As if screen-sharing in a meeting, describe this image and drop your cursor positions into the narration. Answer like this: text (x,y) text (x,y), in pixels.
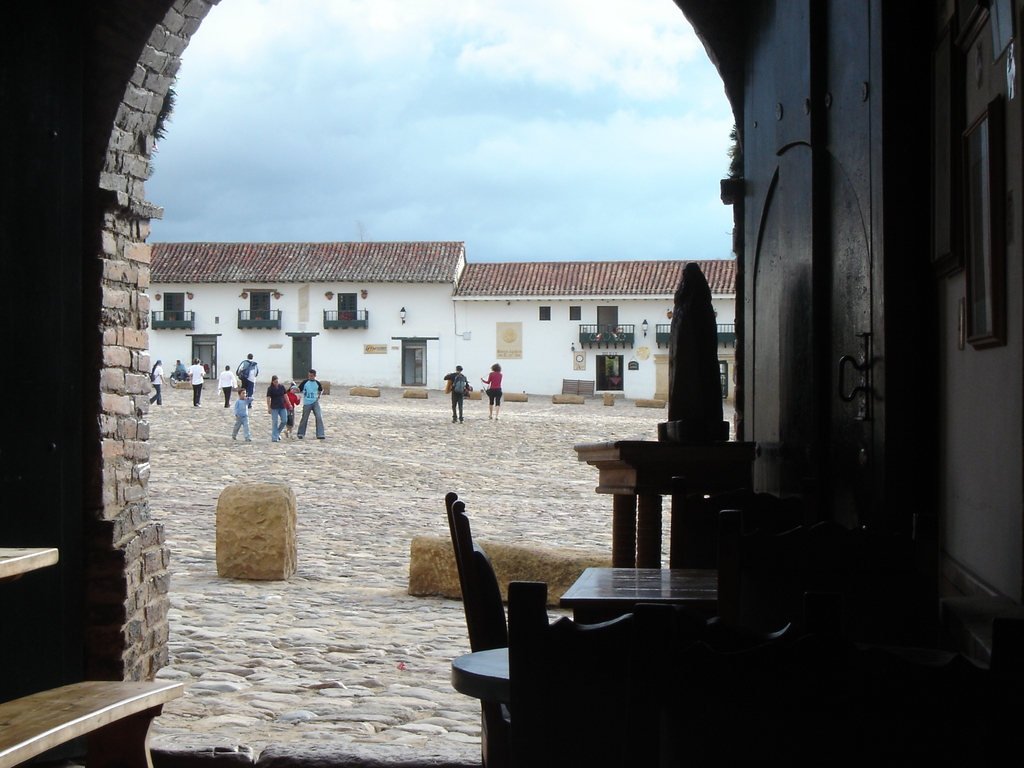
As we can see in the image there are houses (442,294), windows (266,301), doors (299,362), few people (493,400) here and there, cobblestones (408,471) and on the top (445,49) there is a sky (445,49).
